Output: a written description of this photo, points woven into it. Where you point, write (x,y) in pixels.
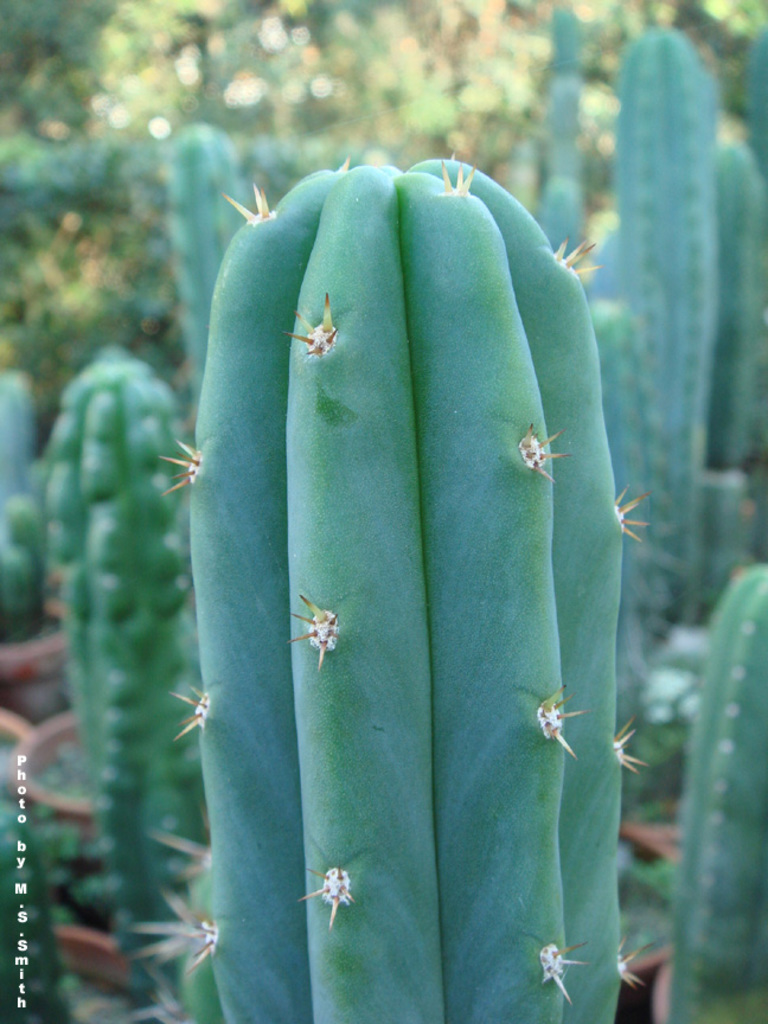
In this image there are so many cactus (294,427) in the middle (467,479). There are thorns (551,441) on the cactus (540,396).
